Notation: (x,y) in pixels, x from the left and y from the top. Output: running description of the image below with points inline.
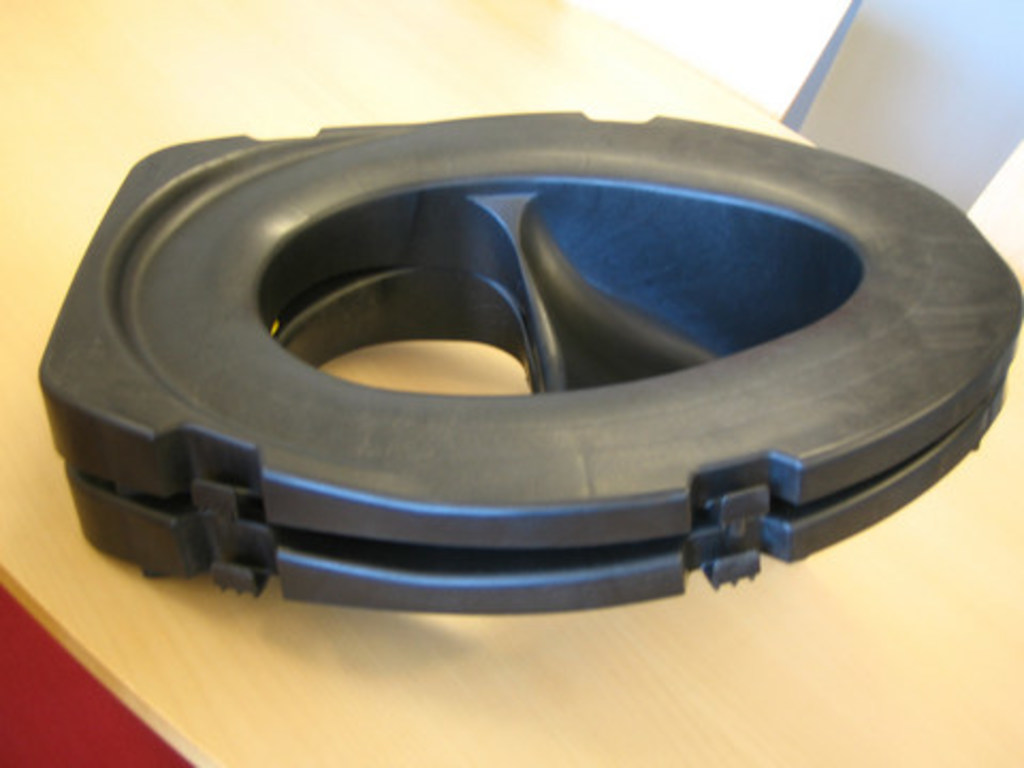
This picture contains a black color thing (623,341) which looks like a subwoofer (540,251) is placed on the table (624,679). In the right top of the picture (834,85), we see a pillar (858,108) in white color.
